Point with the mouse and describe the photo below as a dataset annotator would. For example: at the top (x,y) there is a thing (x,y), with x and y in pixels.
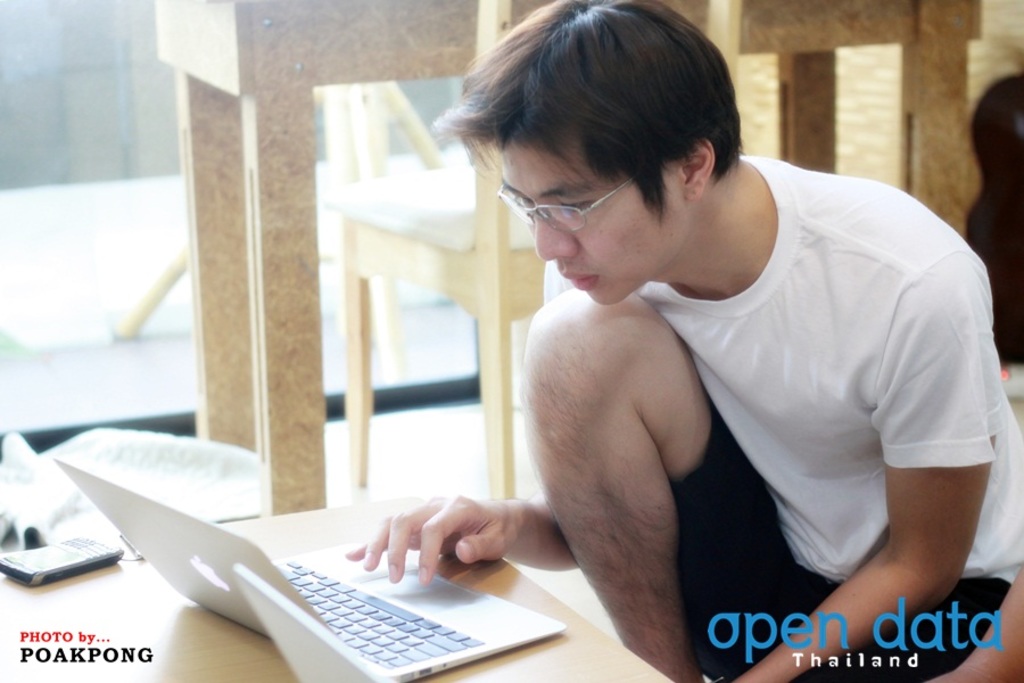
In the center of the image (545,362) there is a person (624,330) sitting at the table (76,590). On the table (60,616) we can see mobile phone (40,559) and laptop (286,589). In the background (395,7) we can see chairs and table (278,38).
